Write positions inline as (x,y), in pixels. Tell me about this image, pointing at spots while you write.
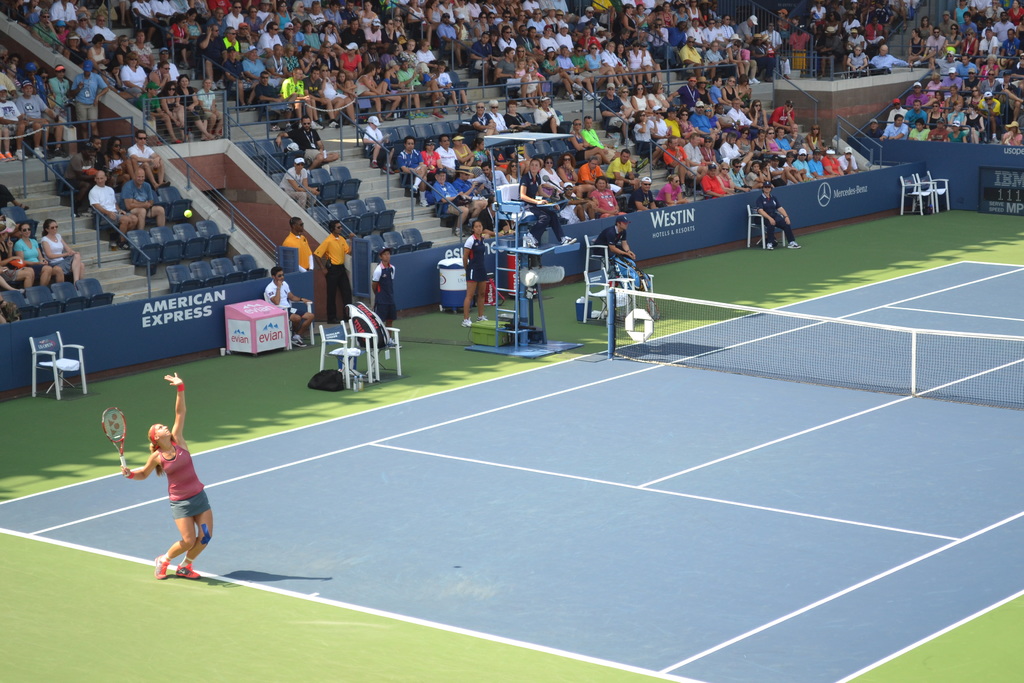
In this picture we can see a woman (147,462) holding a tennis racket (110,415) with her hand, standing on the ground (160,592), tennis net (975,349), chairs (56,347), stand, posters (651,226), some objects (588,307) and in the background (418,27) we can see a group of people (311,85) sitting on chairs (684,94).
